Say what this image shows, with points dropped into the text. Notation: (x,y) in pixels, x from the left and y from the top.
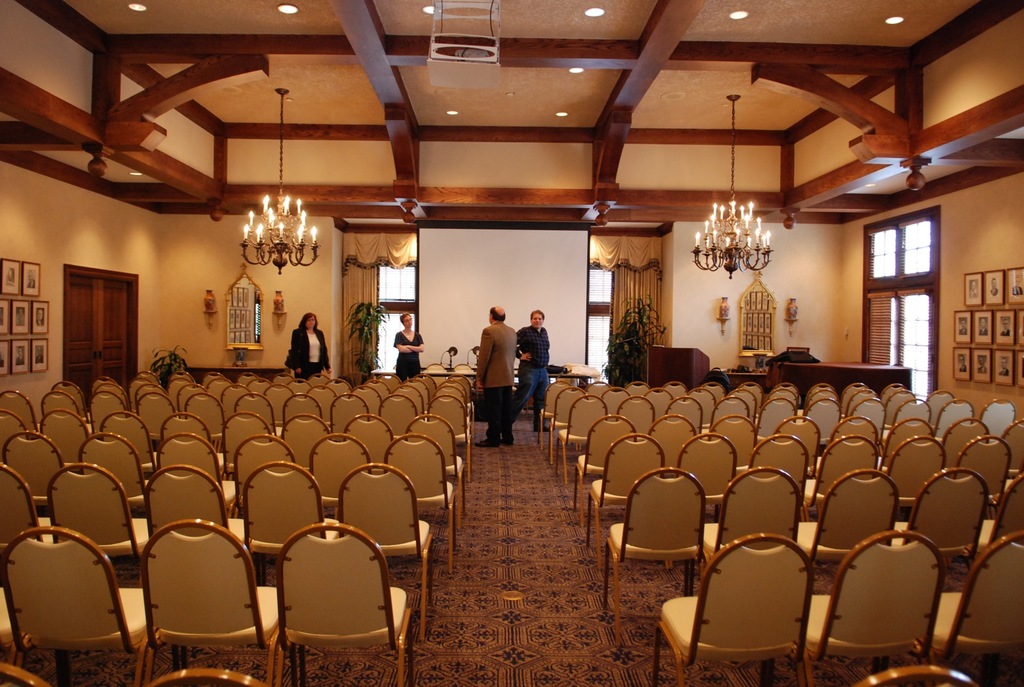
In this image I can see four persons (526,387) standing. I can see few chairs (757,564). On either side of the image I can see few photo frames (43,316) on the wall (57,337). In the middle of the image (520,273) I can see a projector (521,280). At the top (283,155) I can see lights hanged to the ceiling (717,110).
